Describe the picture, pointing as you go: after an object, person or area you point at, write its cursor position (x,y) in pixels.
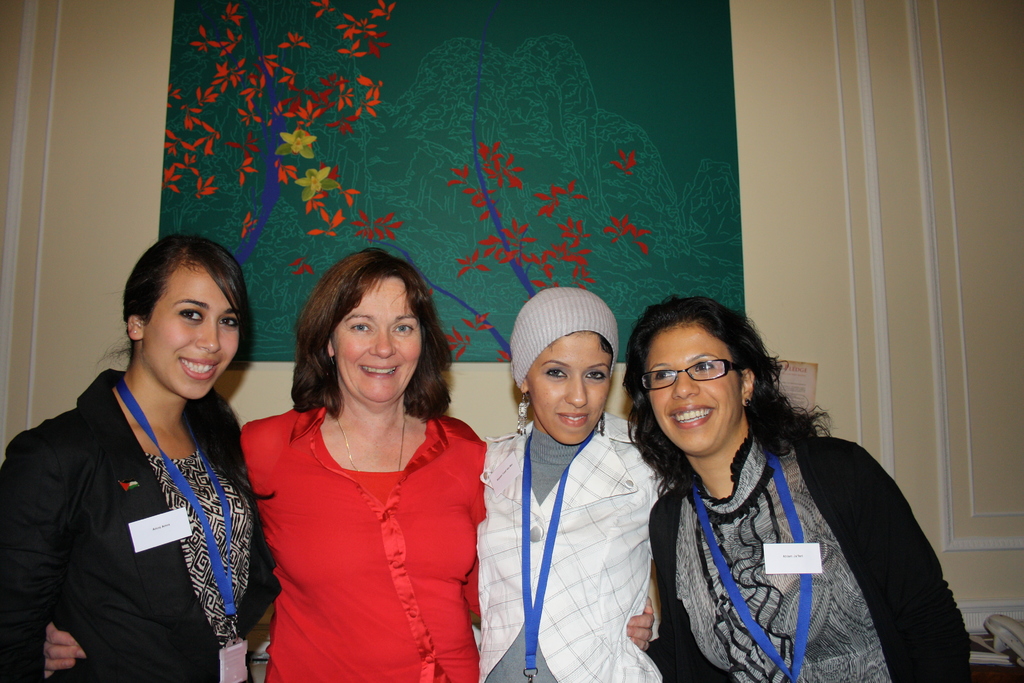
This image consists of four women (491,584). They are wearing tags (226,511). In the background (881,339), there is wall (784,197) on which there is a frame (592,176) in green color.
